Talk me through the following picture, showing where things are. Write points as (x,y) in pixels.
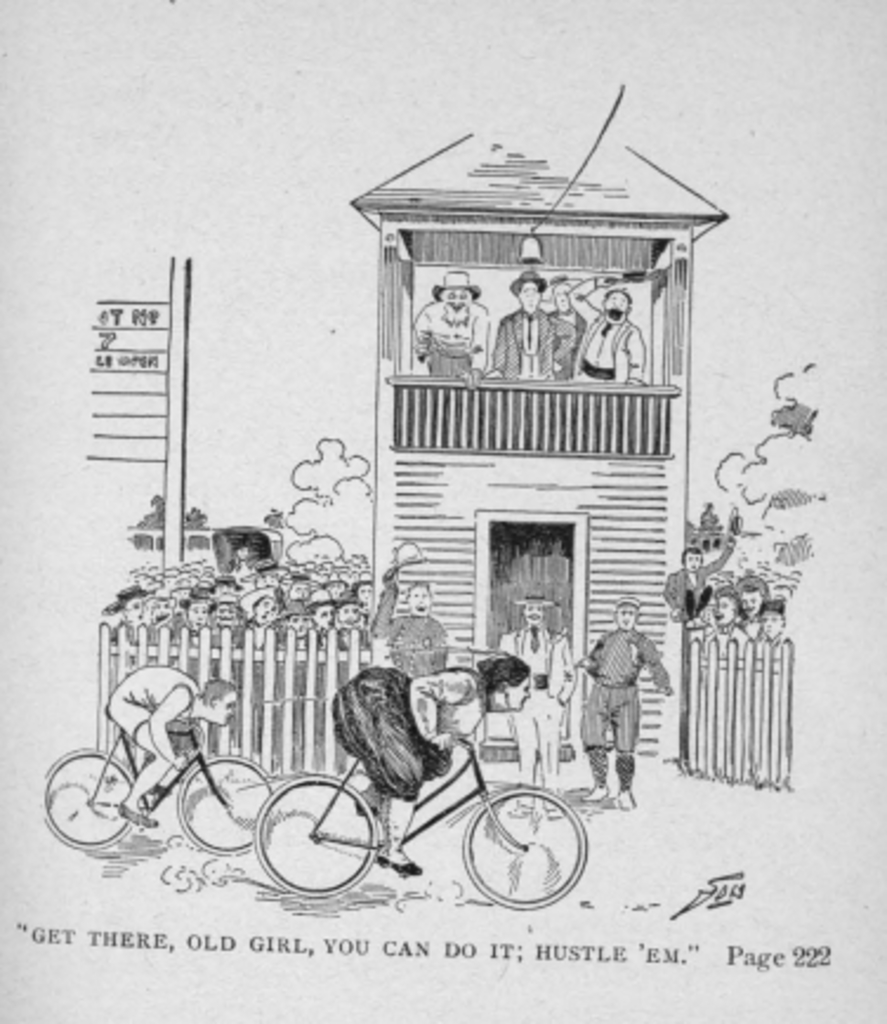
This is the picture of a paper (356,702) on which there is a drawing (493,558) of a house (637,297), people (572,659) and something written at the bottom of the picture (480,946).
